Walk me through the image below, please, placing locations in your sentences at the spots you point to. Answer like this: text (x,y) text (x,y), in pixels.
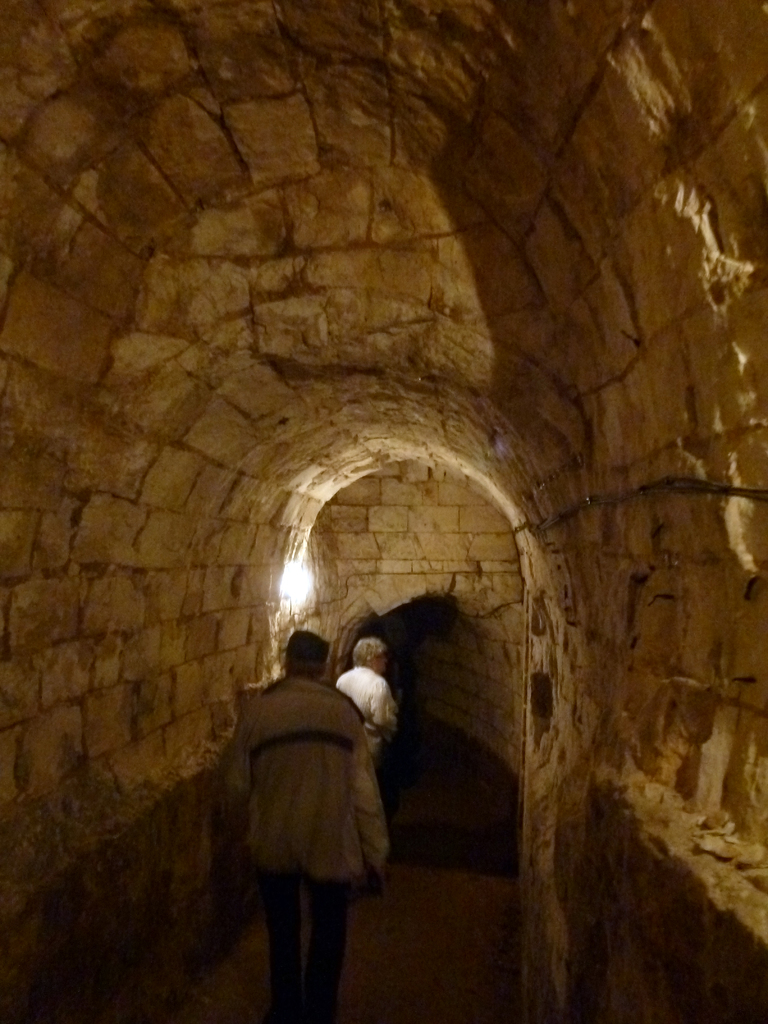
This picture is an inside view of a cave (440,470). In the center of the image (293,663) we can see two mens (380,729) are walking. At the top of the image (384,57) we can see the roof (469,187). In the background of the image (349,566) we can see the wall (305,530) and light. At the bottom of the image (341,981) we can see the floor (377,958).
